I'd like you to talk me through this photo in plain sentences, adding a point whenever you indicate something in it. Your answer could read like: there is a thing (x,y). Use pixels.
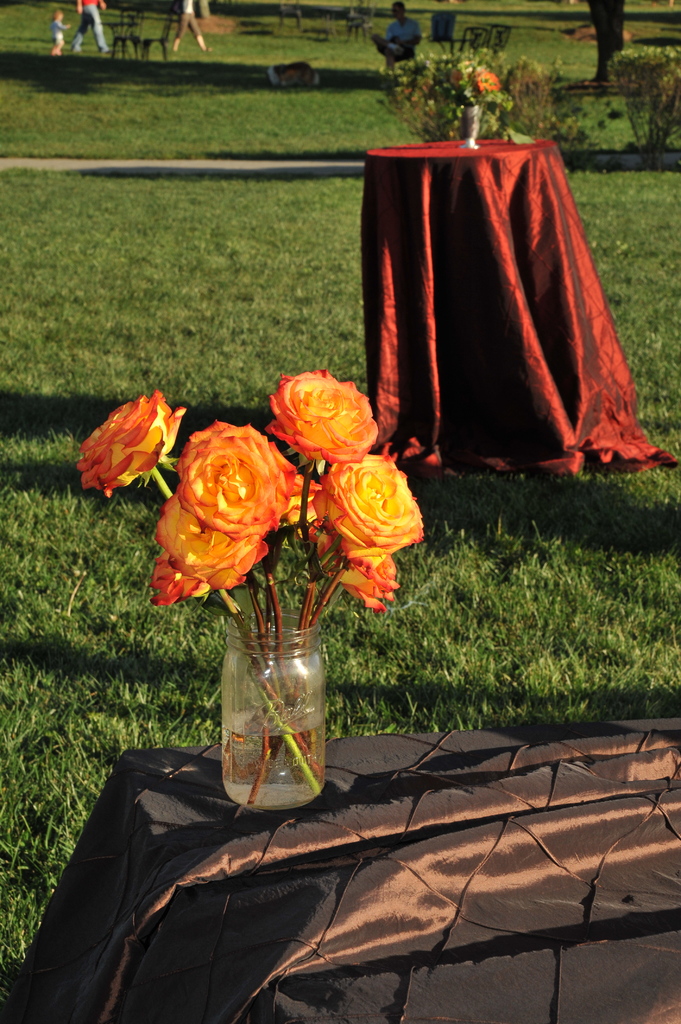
In this picture there is a flower vase (280,675) placed on the table (390,908). There is a brown color cloth (336,880) on the table (373,810). We can observe orange color roses (247,488) here. In the background (396,324) there is another table (432,185) with red color cloth (423,202) on it. There is some grass (132,297) on the land (74,384). In the background (398,50) there are some people (415,35) walking and sitting in the chairs (147,44).
